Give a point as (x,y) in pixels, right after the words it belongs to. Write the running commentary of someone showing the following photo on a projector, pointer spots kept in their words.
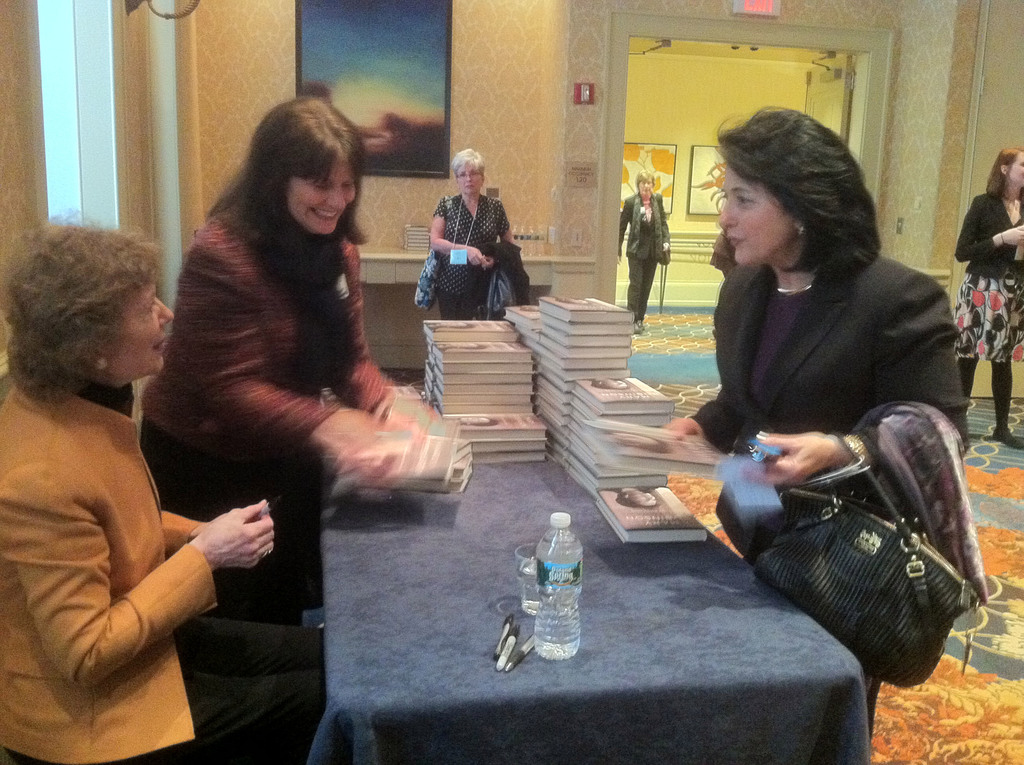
In this image I can see few women (161,458) where one is sitting and rest all are standing. On this table (501,524) I can see number of books (519,460), a glass (535,567) and a bottle (572,564). I can also see she is carrying a handbag (880,600).
